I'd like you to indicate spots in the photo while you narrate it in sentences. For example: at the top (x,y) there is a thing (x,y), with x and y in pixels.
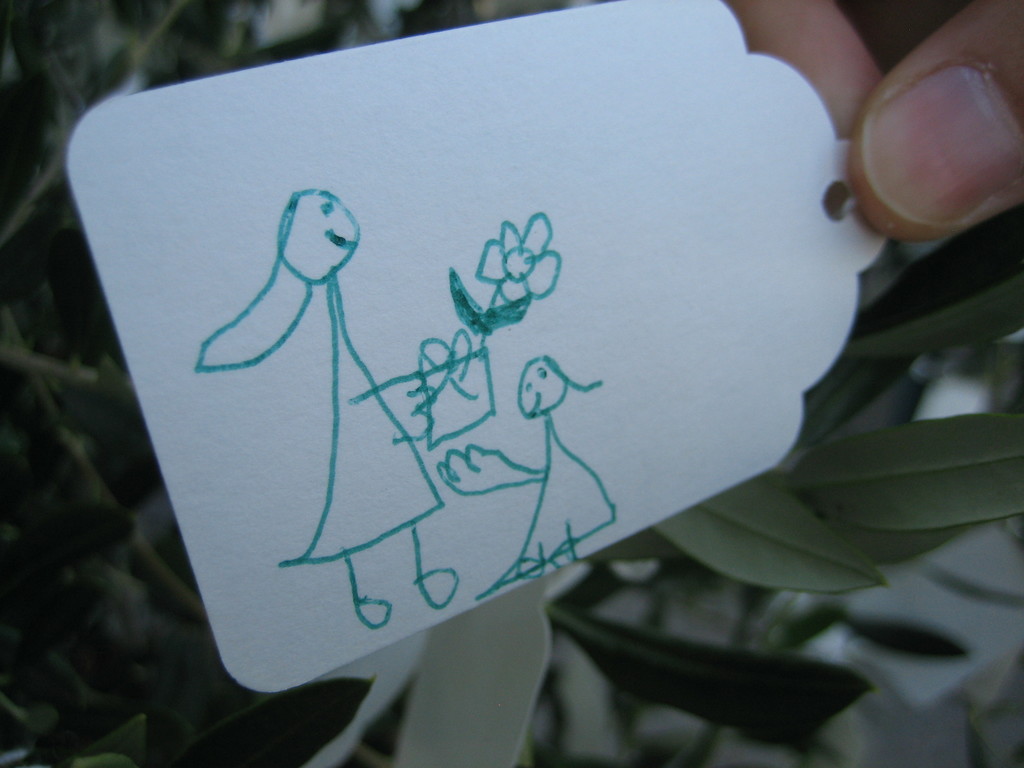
In this image we can see a picture (299,273) drawn on the tag (612,390) and a person (881,113) holding it. In the background (940,464) we can see leaves (926,468).
